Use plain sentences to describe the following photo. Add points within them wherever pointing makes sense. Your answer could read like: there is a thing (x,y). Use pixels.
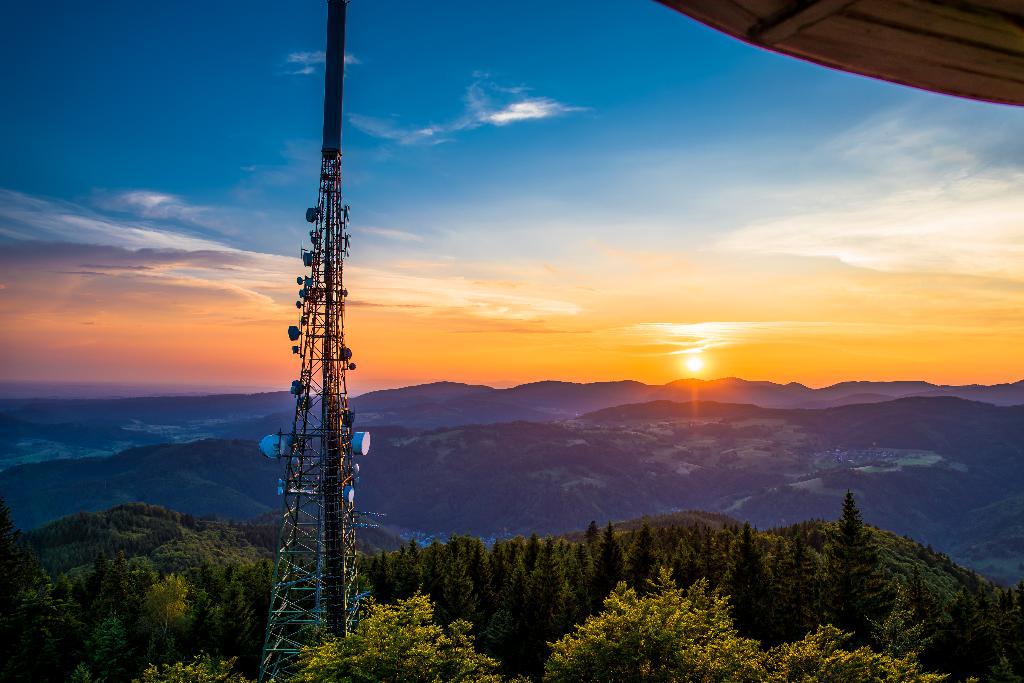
At the bottom (634,611), we see the trees (718,599). In the middle (342,382), we see a tower (344,404). There are trees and the hills (471,435) in the background (700,434). At the top (567,132), we see the sky (530,333) and the clouds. We see the sun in the background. In the right top (766,31), we see an object (903,61) in brown color.
